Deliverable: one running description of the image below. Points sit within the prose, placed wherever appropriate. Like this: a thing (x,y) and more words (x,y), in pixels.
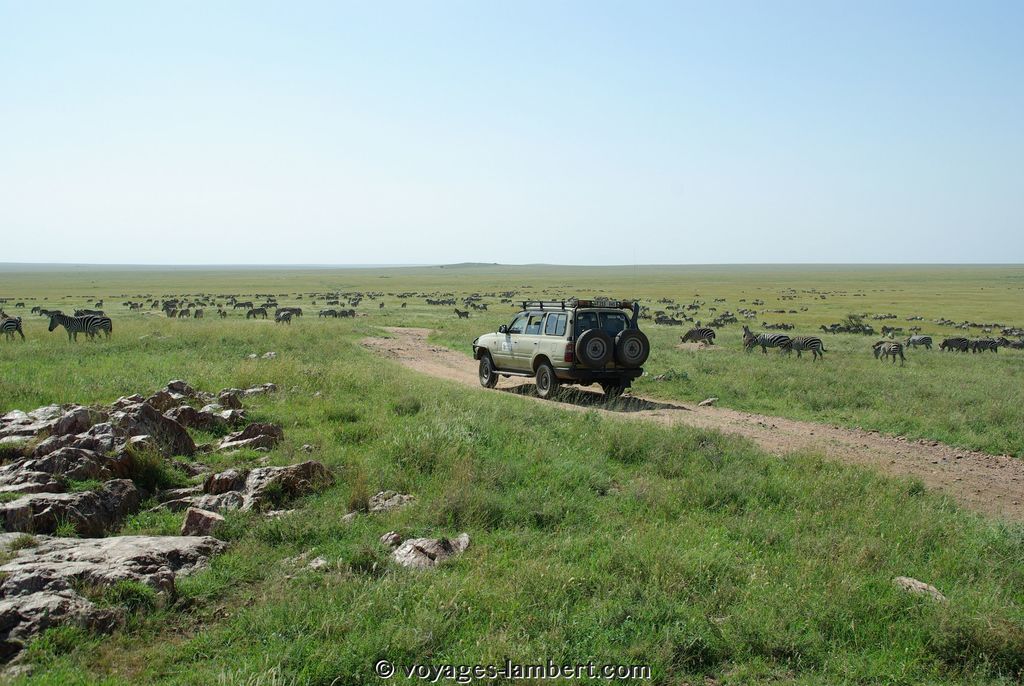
At the bottom of the image (271,562) we can see some grass (159,363) and stones (155,446). In the middle of the image (485,373) we can see a vehicle (596,364). Behind the vehicle (631,359) we can see some animals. At the top of the image (153,173) we can see the sky (459,184).
